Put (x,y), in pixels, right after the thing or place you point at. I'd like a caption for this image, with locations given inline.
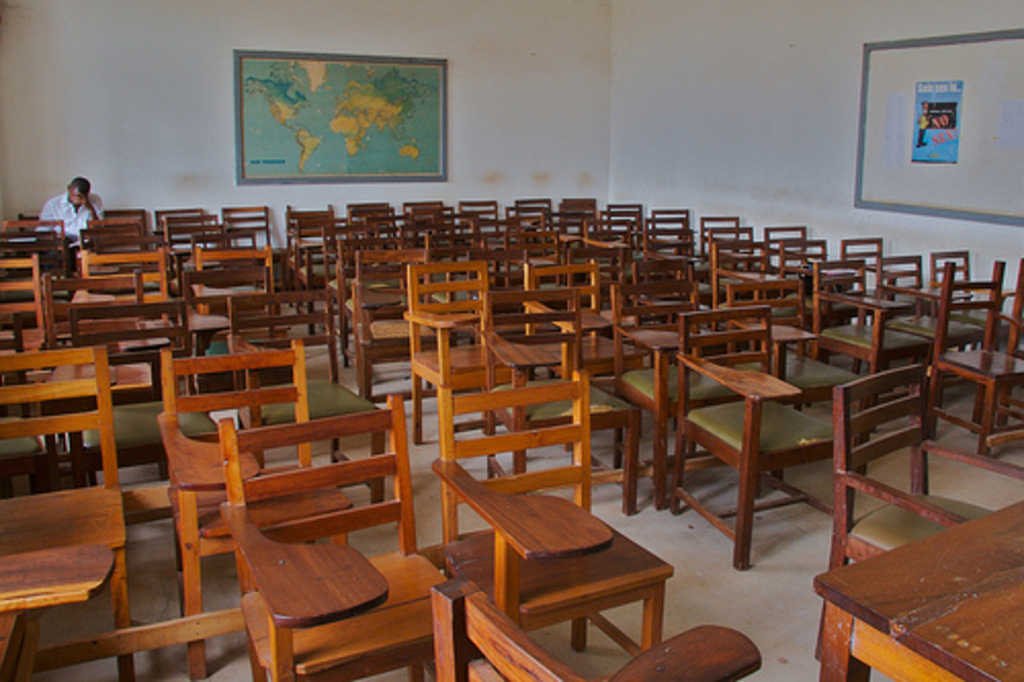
This is the picture of a room (219,653) in which there are some chairs (510,323) and a person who is sitting and also we can see a board (259,172) and a poster (953,120) to the wall (448,198).
